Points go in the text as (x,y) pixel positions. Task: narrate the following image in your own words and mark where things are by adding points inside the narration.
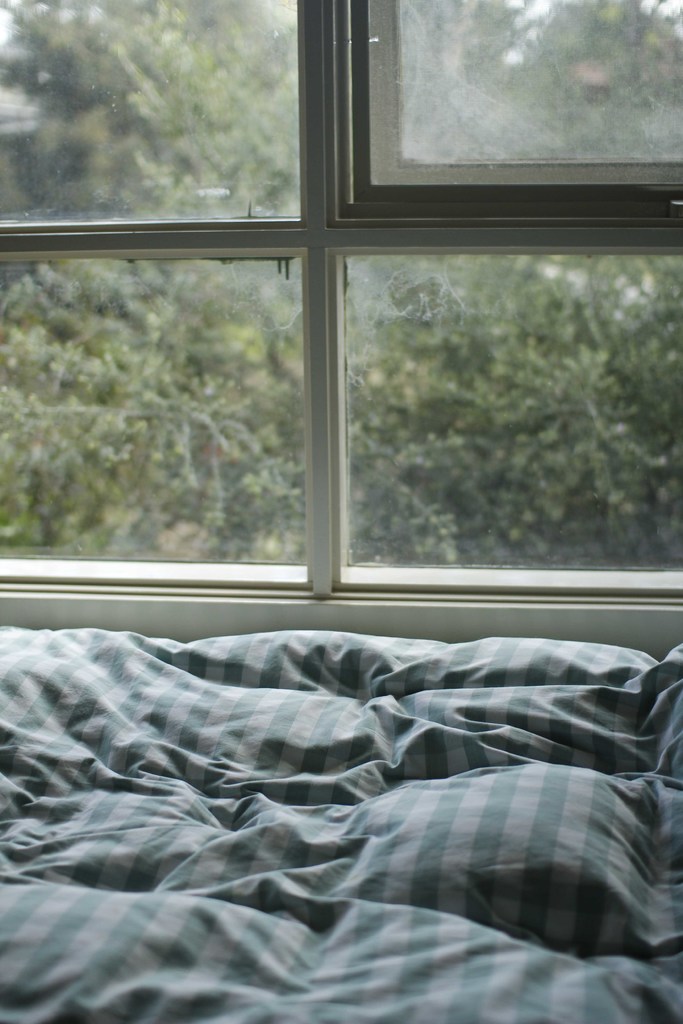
In this image, there is a bed (386,770), there is a glass window (101,109), at the background (179,480) there are some green color trees (366,385).
